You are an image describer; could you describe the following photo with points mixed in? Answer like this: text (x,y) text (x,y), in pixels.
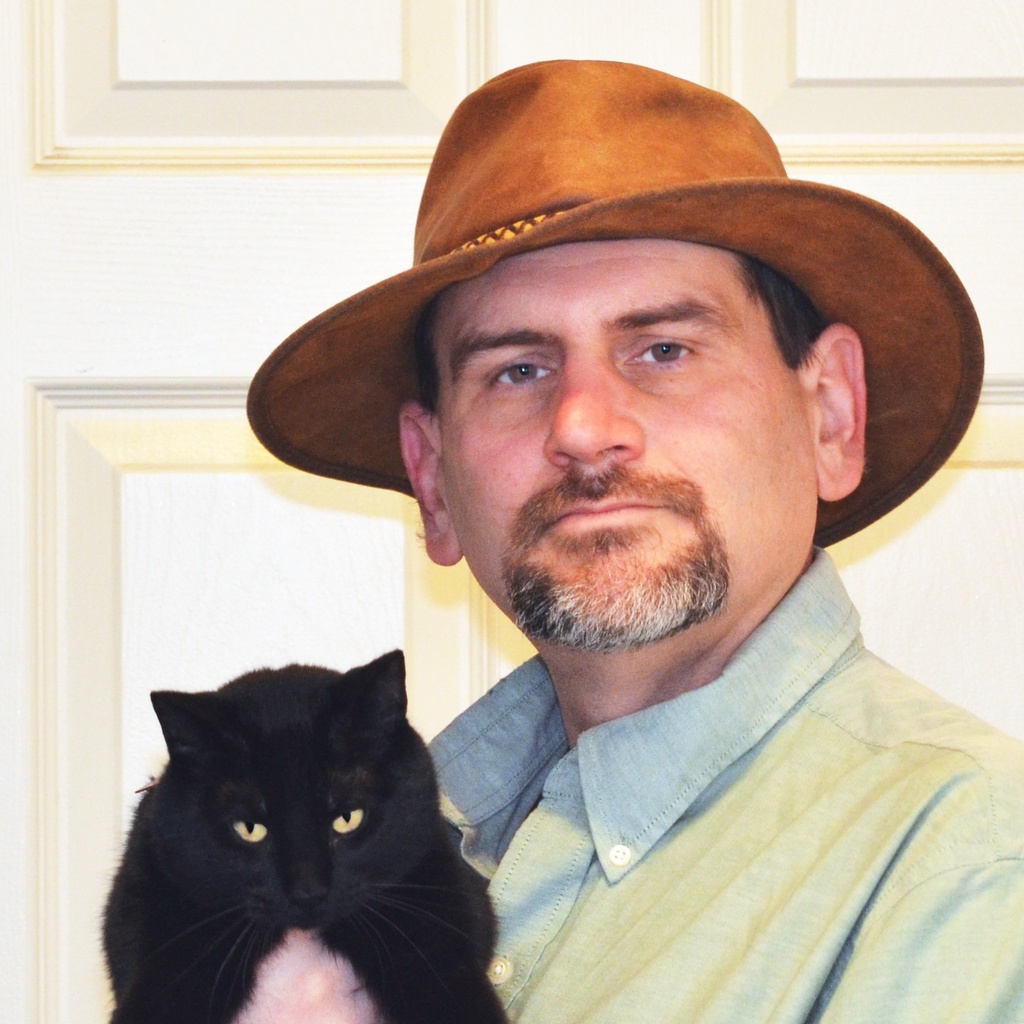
In this picture there is a man (925,1021) holding a cat (341,847) in his hand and he is wearing a hat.
